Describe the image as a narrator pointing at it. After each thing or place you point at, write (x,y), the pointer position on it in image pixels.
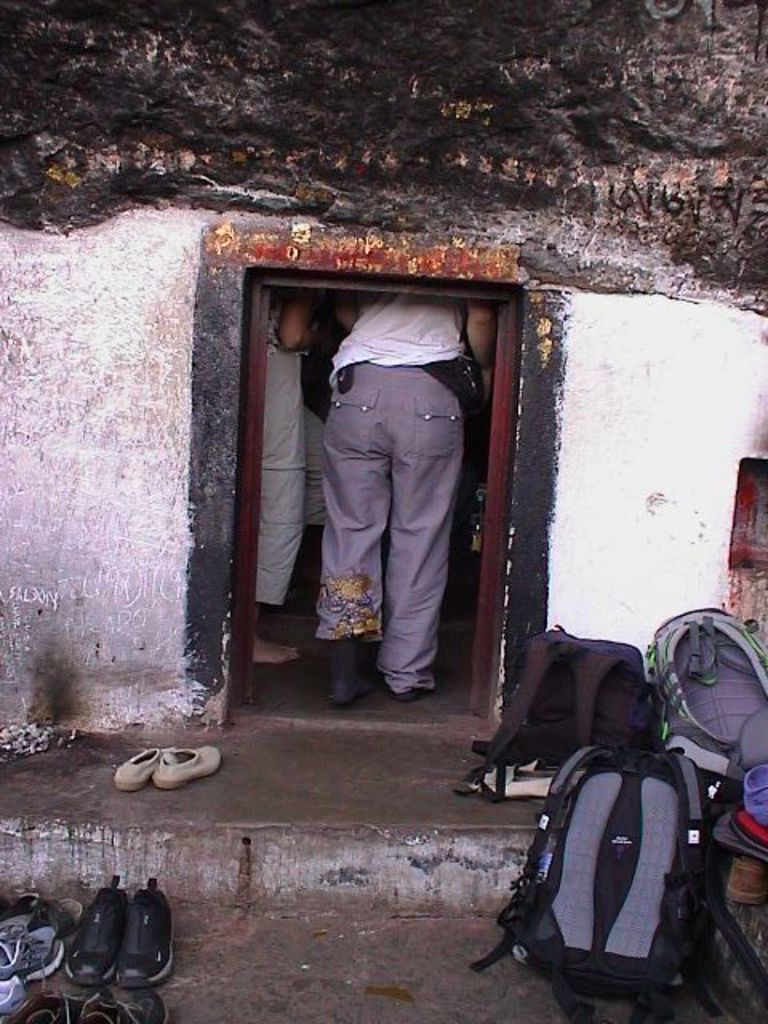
In this picture we can see a house (124,411). Inside the house (71,462) we can see two persons (362,468) standing. Here we can see backpacks (584,853), footwear (173,778) near to the house (444,637).
